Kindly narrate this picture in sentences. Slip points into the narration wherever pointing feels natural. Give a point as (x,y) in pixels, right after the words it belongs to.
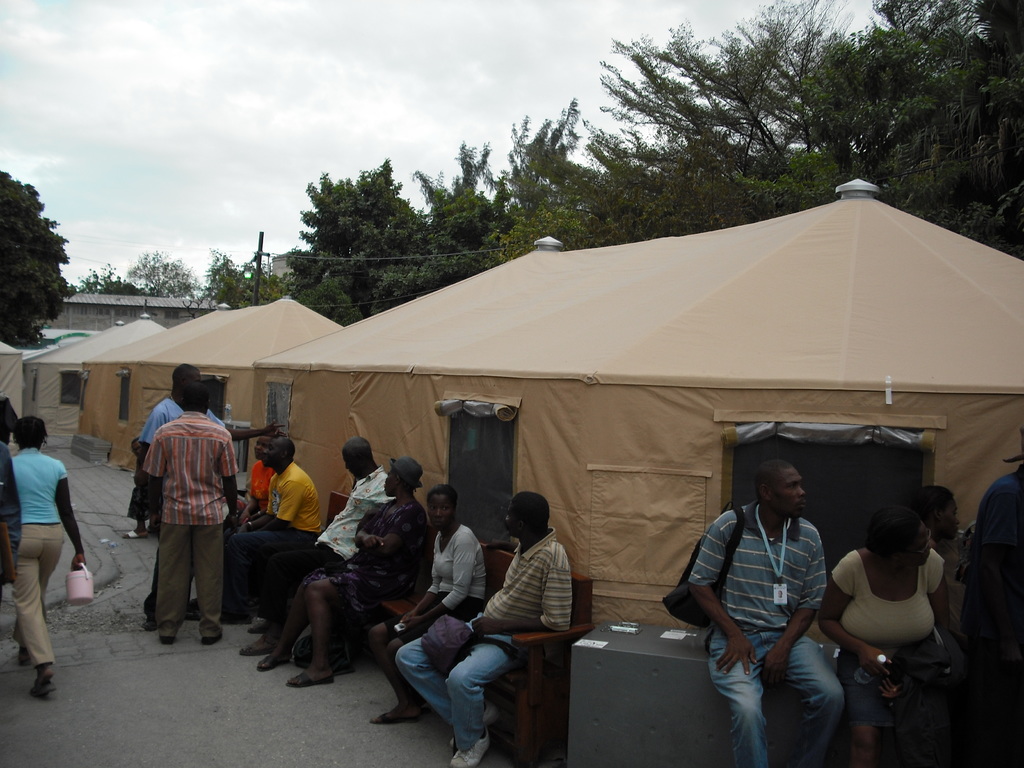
There are some persons (308,578) sitting on the chairs (330,510) at the bottom of this image (344,523), and there are some persons (744,698) sitting on a table (703,682) at the bottom right corner of this image (784,668), and there are some persons (25,470) standing at the bottom left side of this image (43,553). There are some tents (290,369) and trees (350,306) in the background (446,362). There is a sky (340,98) at the top of this image (261,100).
